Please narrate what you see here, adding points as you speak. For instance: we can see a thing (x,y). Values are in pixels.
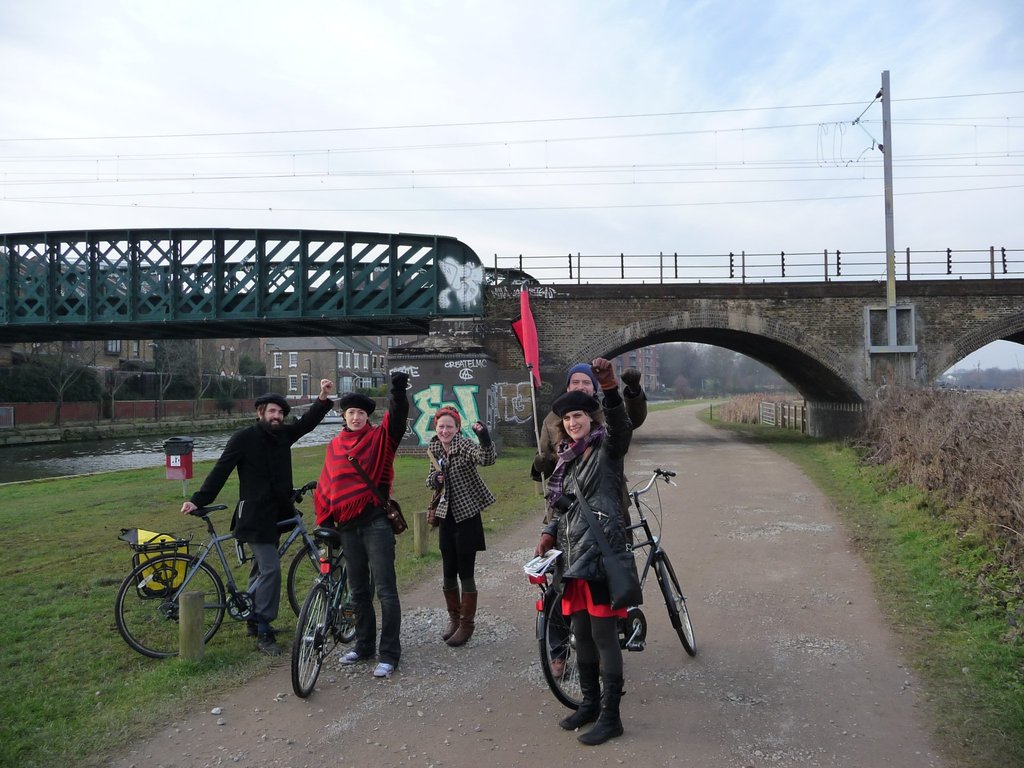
In the center of the image (594,484) we can see people (456,466) with bicycles (541,595) standing on the road (724,646). In the background (92,460) we can see a bridge (305,269), a river (201,431), a trash bin (173,447) on the grass (96,501). At the top (517,99) there is a sky (630,59) with clouds (546,68). We can also see an electrical pole (879,95) with wires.
